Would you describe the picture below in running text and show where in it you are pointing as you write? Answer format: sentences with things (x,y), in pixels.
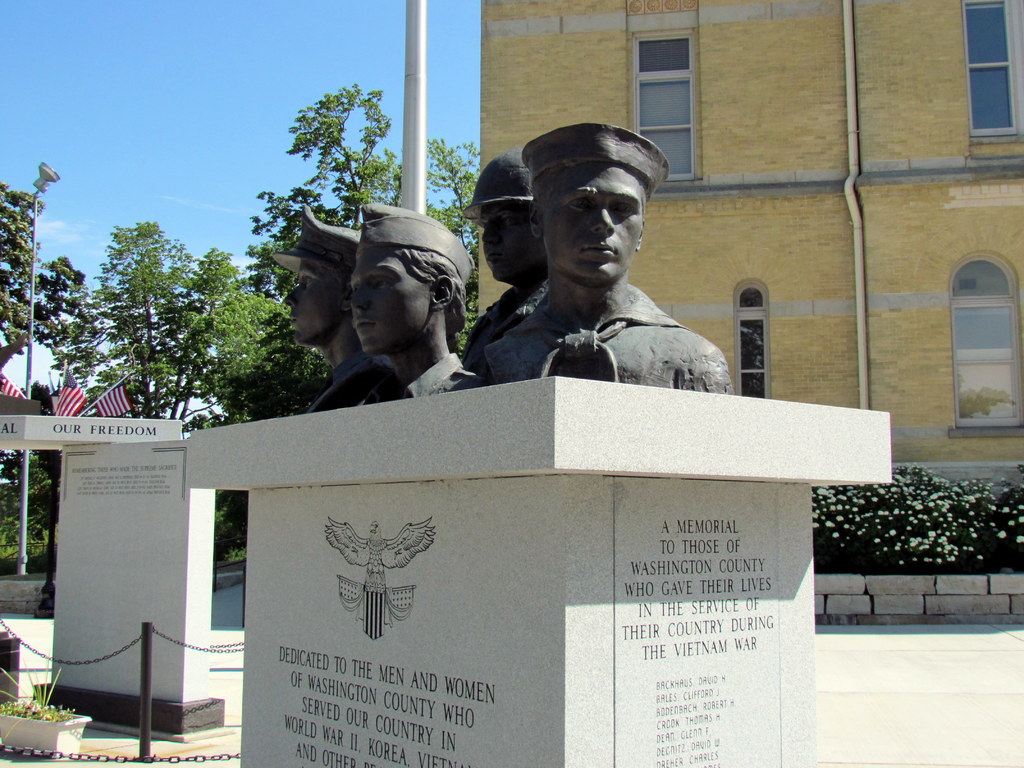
In this image I can see the white colored concrete pole (571,601) and on it I can see four black colored statues (571,312) of persons (373,315). In the background (246,360) I can see few flags (80,400), few trees (228,360), few poles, few white colored flowers (913,488) and a building (837,199) which is yellow in color. I can see few windows (983,332) of the building (748,200) and the sky (191,104).
